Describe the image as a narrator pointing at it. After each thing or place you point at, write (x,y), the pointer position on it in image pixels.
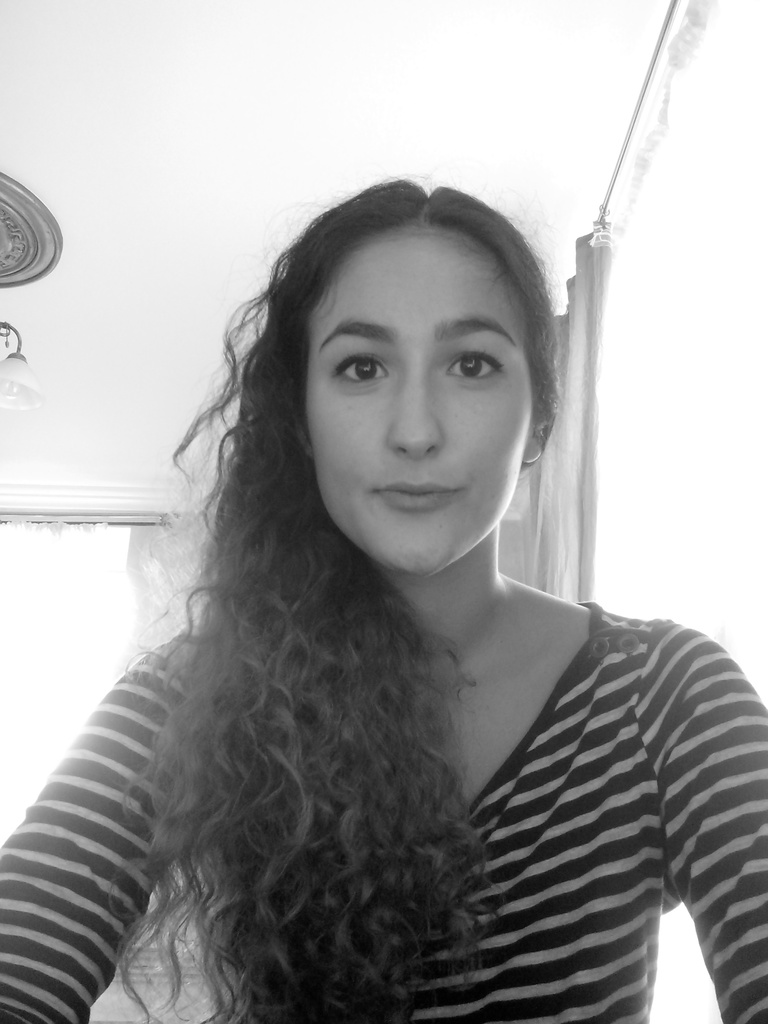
This is a black and white pic. We can see a girl (455,656). In the background (754,478) we can see a curtain (582,405), windows (751,444) and light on the ceiling (189,63).
